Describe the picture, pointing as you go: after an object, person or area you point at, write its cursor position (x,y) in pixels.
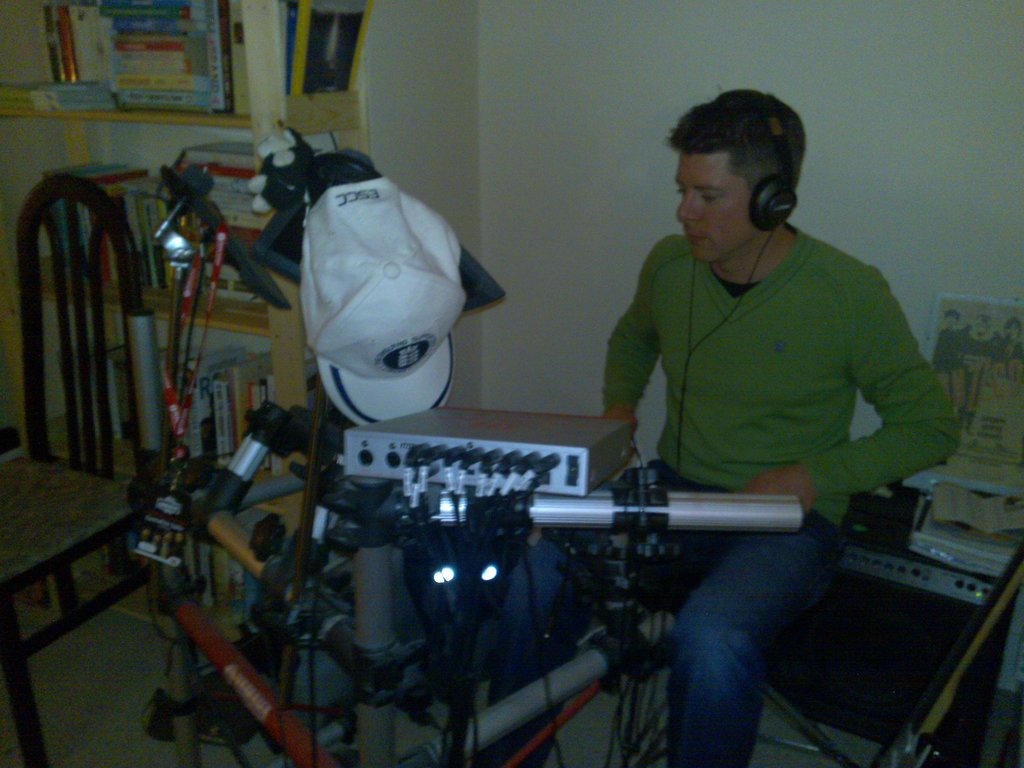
This is an inside view of a room (820,321). On the right side (760,360) there is a man (760,344) sitting. In front of him there are some musical instruments (395,445) and other objects (519,487) are placed on a metal rack (622,585). At the back of him a box (911,597) and some other objects (1000,464) are placed on the floor (802,753). On the left side (56,514) there is a chair (59,528), at the back of it there is a rack (153,231) in which many books (150,84) are placed. In the background (453,59) there is a wall (430,57).
